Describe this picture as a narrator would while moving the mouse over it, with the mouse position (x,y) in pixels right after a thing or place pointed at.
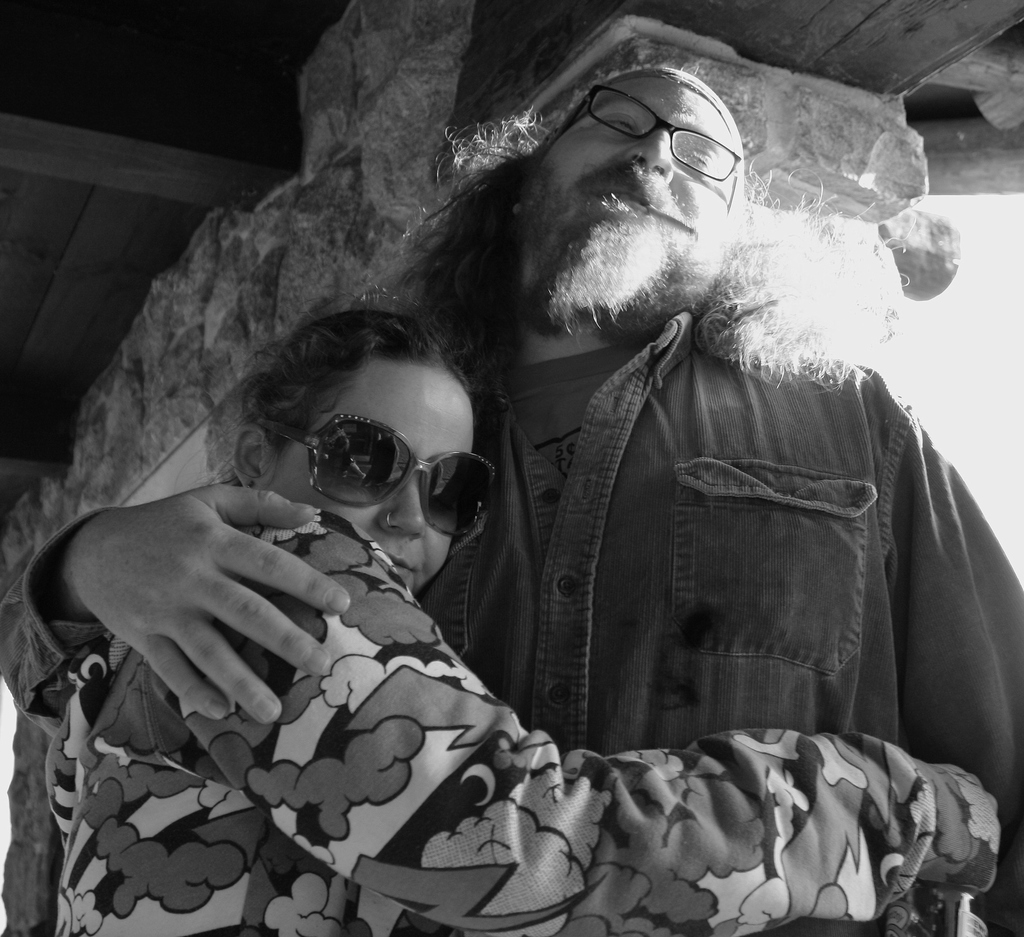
In the image I can see two people (434,630) wearing spectacles (428,492) and hugging each other and behind there is a wall (206,405).
